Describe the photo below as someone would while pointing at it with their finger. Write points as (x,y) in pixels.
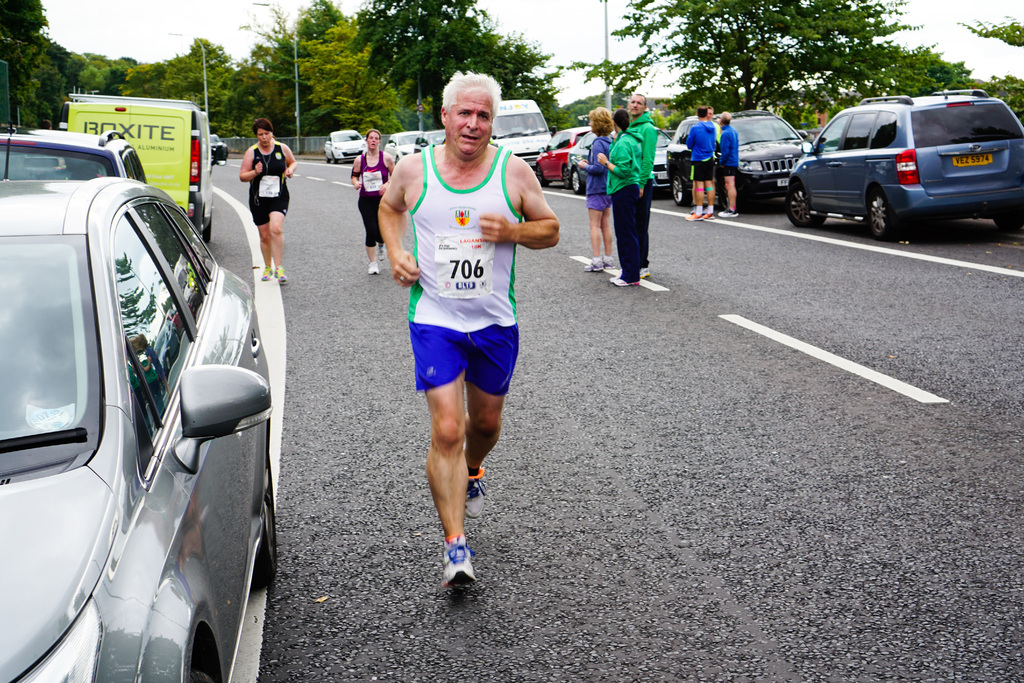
In this picture I can see there is a man (440,436) and there are two women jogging behind him, on the road (396,374). There are few vehicles (119,622) parked at the left (217,543) and right side of the image (751,133), there are poles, trees (804,42) and the sky (207,15) is cloudy.
